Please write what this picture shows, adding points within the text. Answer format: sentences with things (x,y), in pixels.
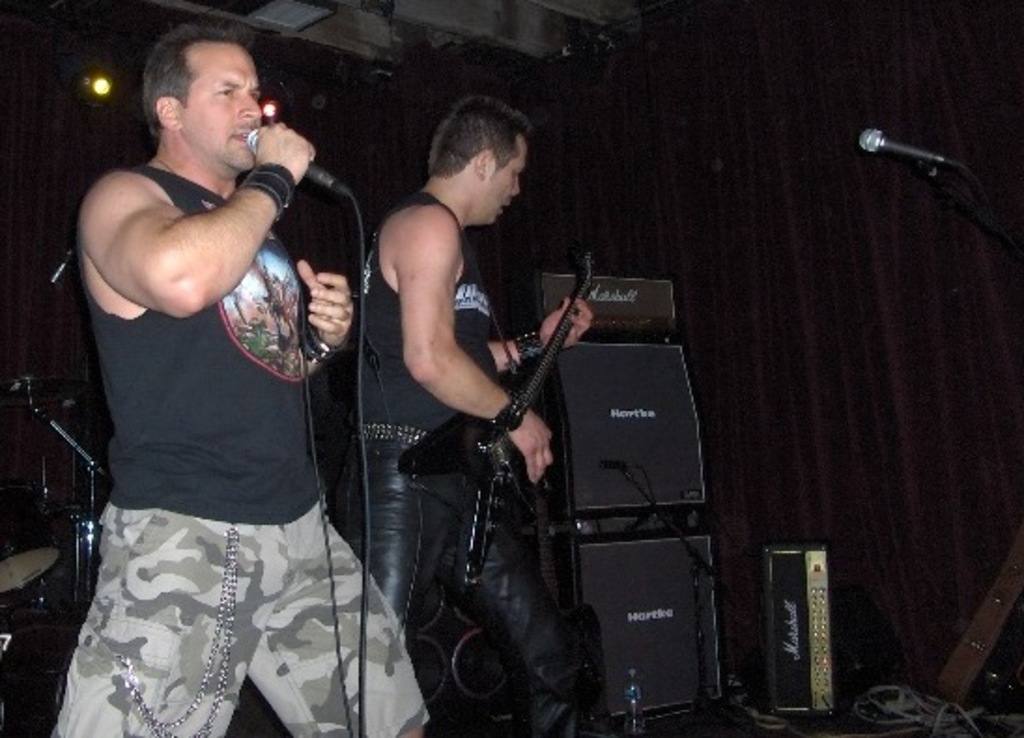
In this image, we can see a man (224,344) standing and he is holding microphone (345,188) beside him we can see another man (443,291) standing and holding a musical instrument (496,439), we can see some black color speakers (653,487).
